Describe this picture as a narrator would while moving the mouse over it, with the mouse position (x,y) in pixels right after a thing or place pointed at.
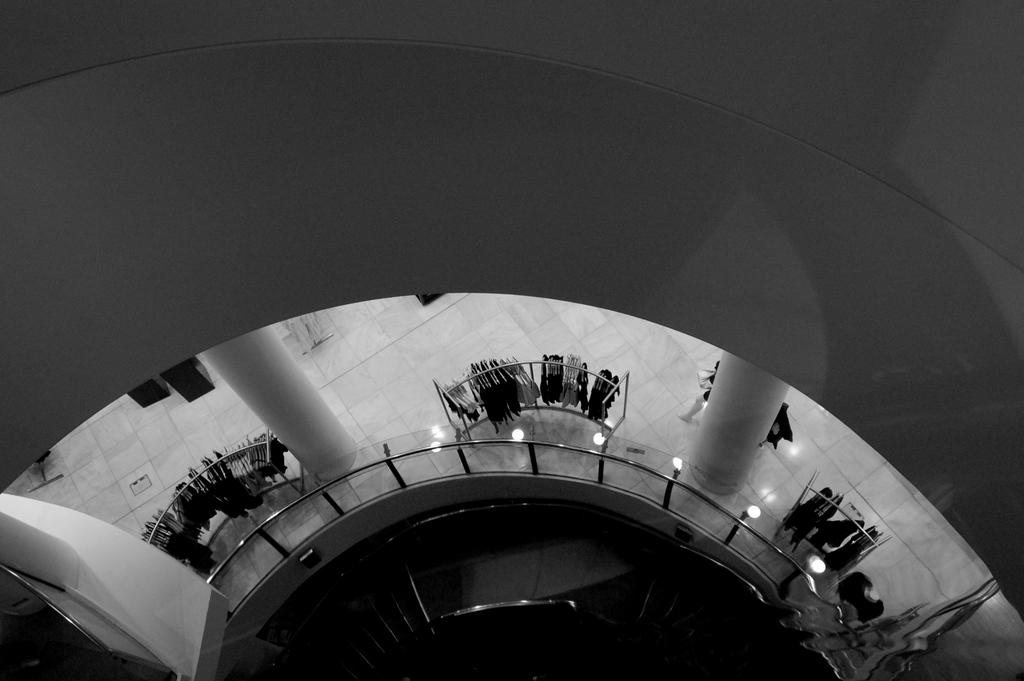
At the top of this image (937,208), there is a wall (922,184) of a building (829,53). Below this wall (481,260), there are pillars (274,408). Beside these pillars (337,441), there are clothes (511,400) arranged on the floor (566,436). Beside these clothes (250,493), there are lights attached to the fence (270,521).
